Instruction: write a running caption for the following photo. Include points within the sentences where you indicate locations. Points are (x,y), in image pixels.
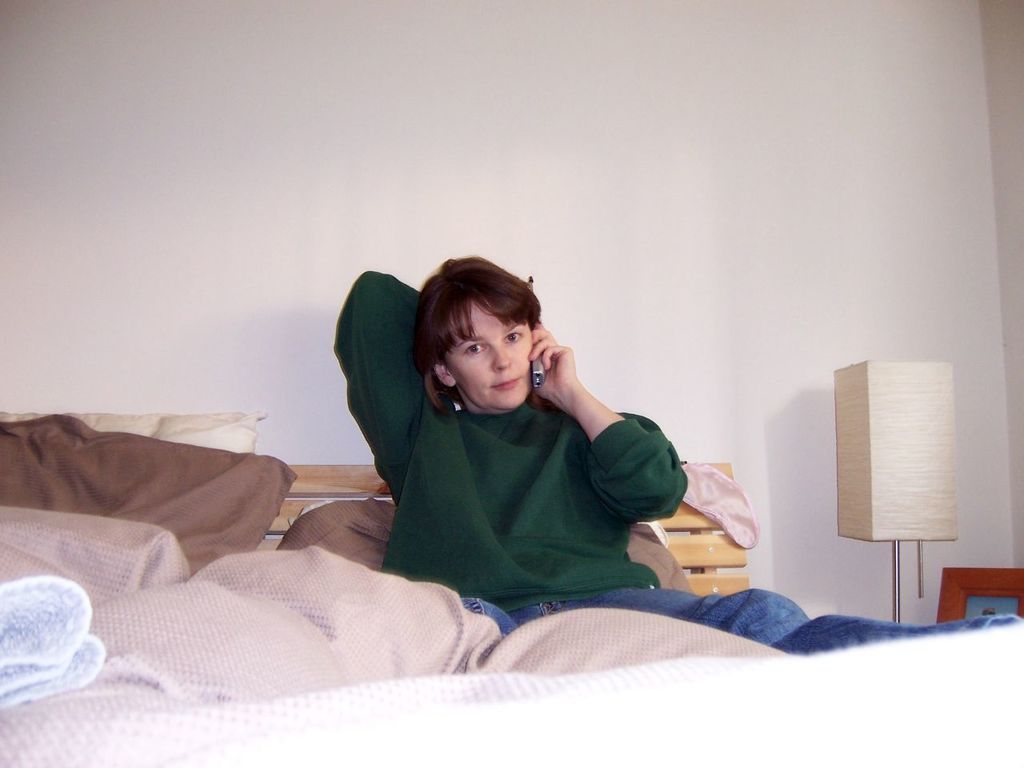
In the given image we can see a person (510,469) who is talking on a phone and sitting on a bed (204,564). This is a blanket (197,693) and a pillows (151,477). This is a lamp (881,492).
